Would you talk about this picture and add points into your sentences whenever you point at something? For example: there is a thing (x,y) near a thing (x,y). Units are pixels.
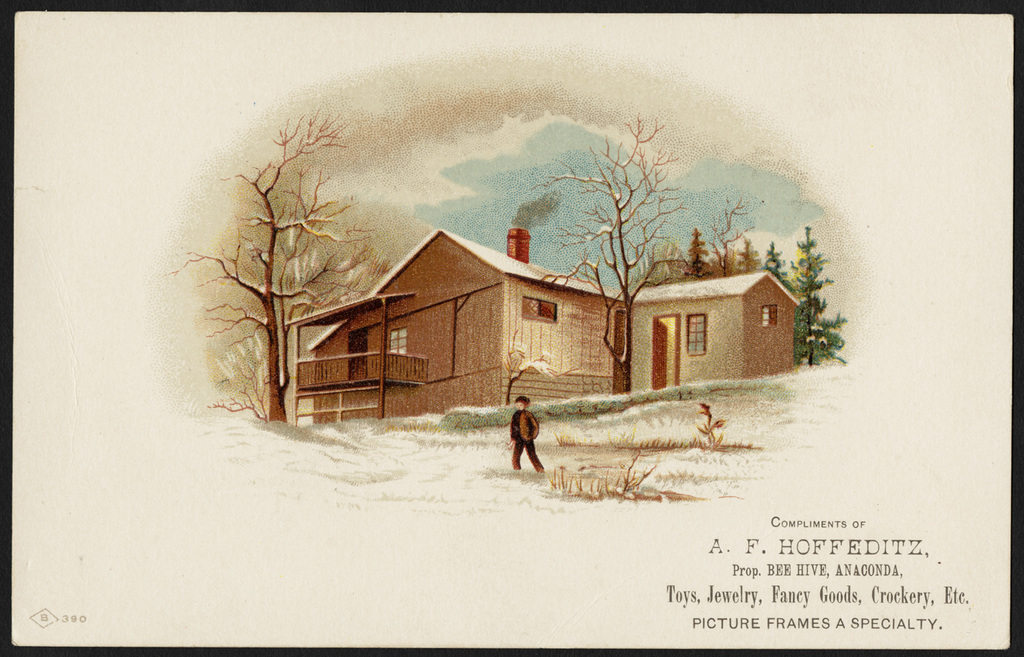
This image contains a painting (495,345). A person (525,417) is walking on the snow (526,466). Behind him there are few trees (533,363) and buildings (552,337). Top of it there is sky (535,193). Right bottom there is some text (812,615).
